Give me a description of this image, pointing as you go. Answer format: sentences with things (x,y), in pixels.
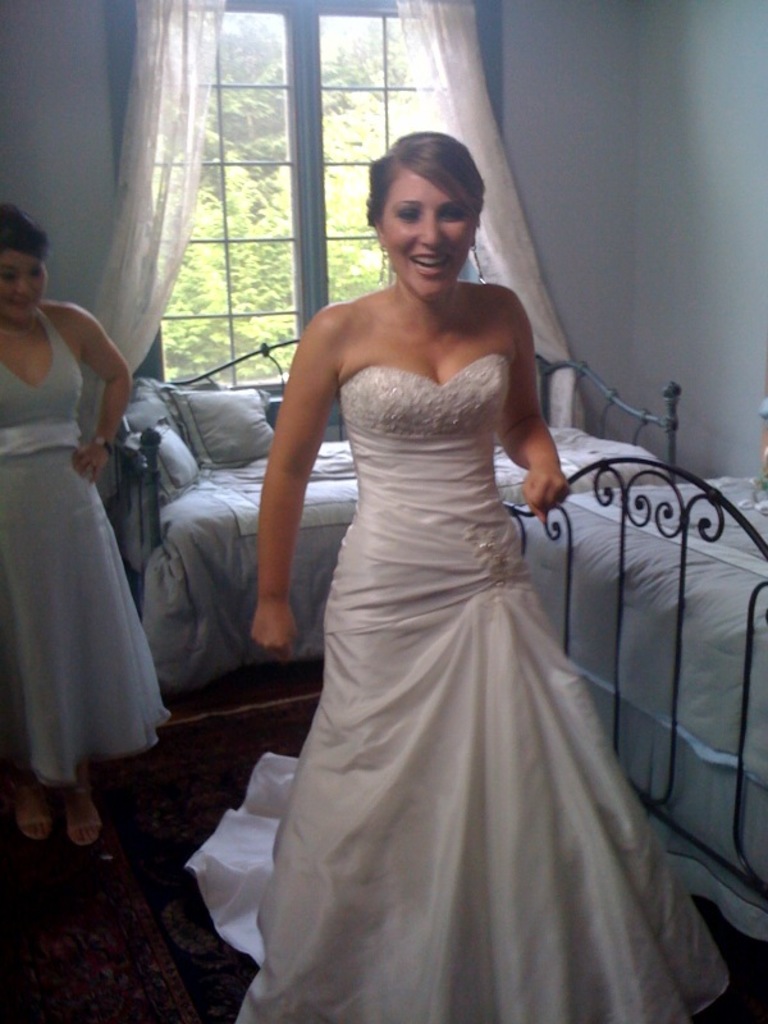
In this picture there are two women (339,909) and we can see pillows (241,409) and beds (711,537). In the background of the image (676,232) we can see wall (652,211), curtains (453,115) and glass window (311,156), through glass window (265,260) we can see leaves (263,199).
